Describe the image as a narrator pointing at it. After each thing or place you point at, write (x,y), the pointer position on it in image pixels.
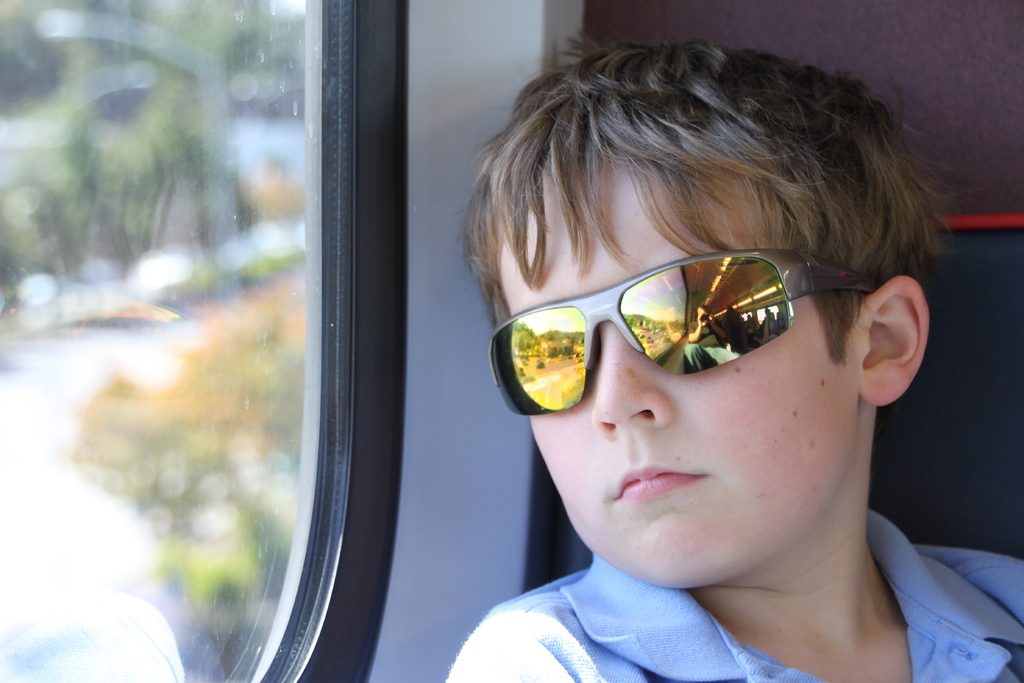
In the picture we can see a boy (762,602) sitting in the vehicle (996,282) and beside the boy (826,602) we can see a glass window (23,548) from it, we can see some plants (200,602) which are not clearly visible and boy (900,607) is wearing a blue shirt (918,607) and goggles (534,360) and he is looking towards the window (284,490).
